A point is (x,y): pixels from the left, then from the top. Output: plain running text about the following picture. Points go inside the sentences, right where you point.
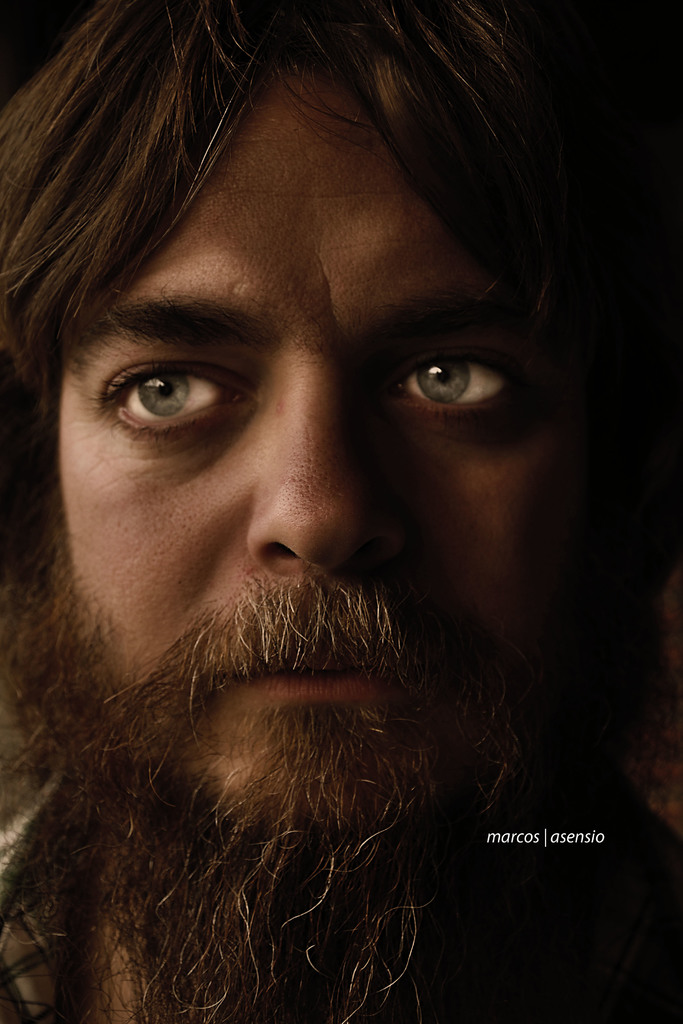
A picture of a person face (318,908). He is looking left side of the image (166,384). Right side of the image (512,835) there is a watermark (501,838).
